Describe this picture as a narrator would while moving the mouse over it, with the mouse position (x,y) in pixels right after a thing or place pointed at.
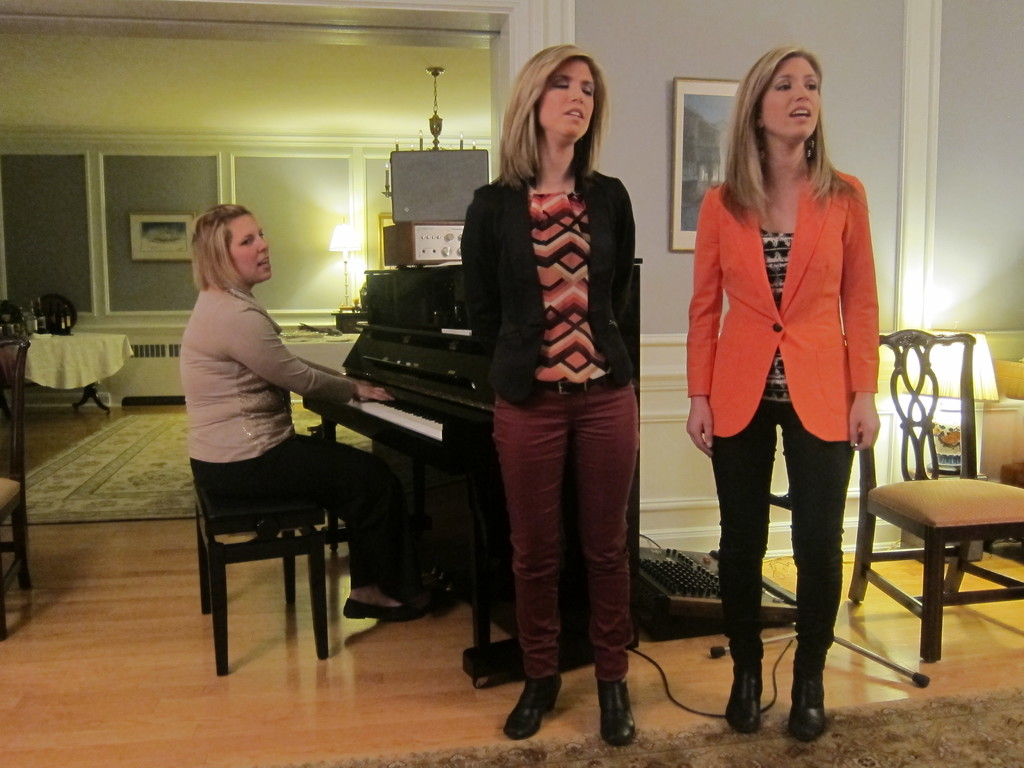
In this picture there are two people (610,376) standing and behind them there is a lady (325,392) playing the piano (377,333).
